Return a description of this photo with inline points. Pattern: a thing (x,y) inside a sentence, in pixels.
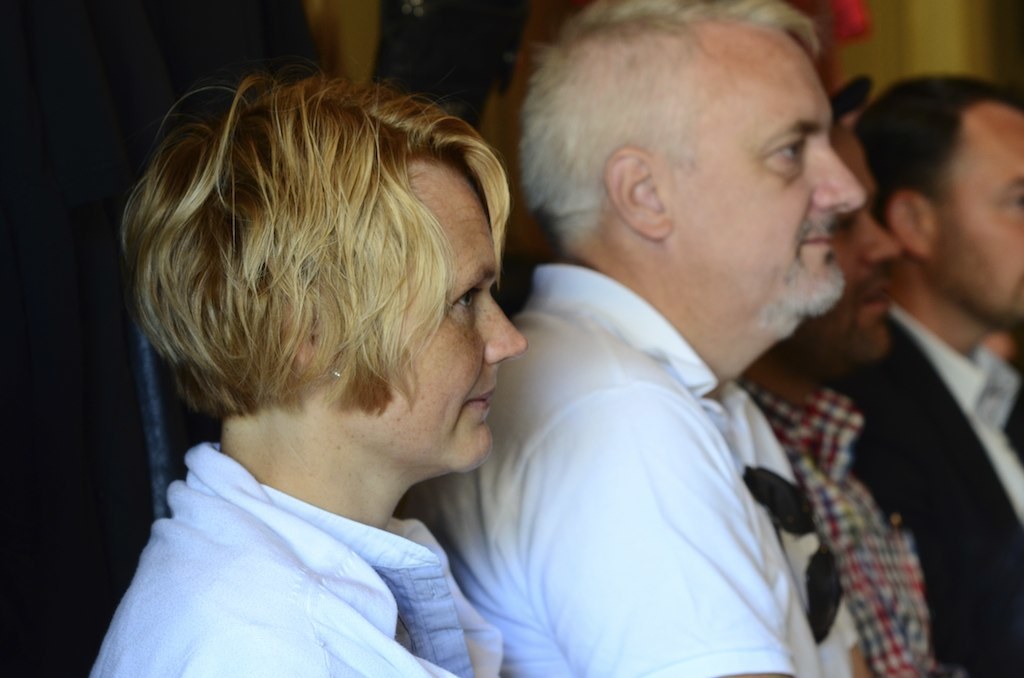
In this image I can see a woman (343,509) wearing white colored dress (231,615) and a man (631,464) wearing white colored dress (599,531). In the background (860,504) I can see few other persons (896,441) and few other objects (470,32) which are black, cream and red in color.
